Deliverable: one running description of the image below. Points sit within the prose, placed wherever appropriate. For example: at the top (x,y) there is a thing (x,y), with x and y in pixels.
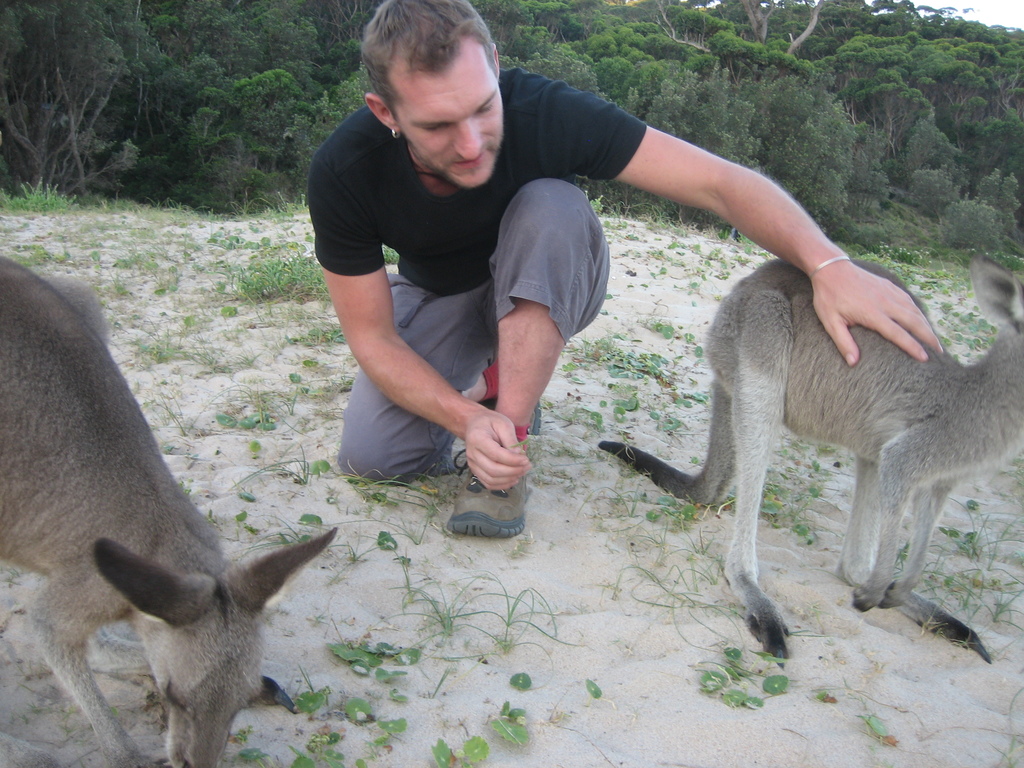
In this image we can see a man (508,474) standing on his knees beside the animals (128,523). In addition to this we can see trees (291,95), shrubs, grass (276,277) and sand (585,579).
